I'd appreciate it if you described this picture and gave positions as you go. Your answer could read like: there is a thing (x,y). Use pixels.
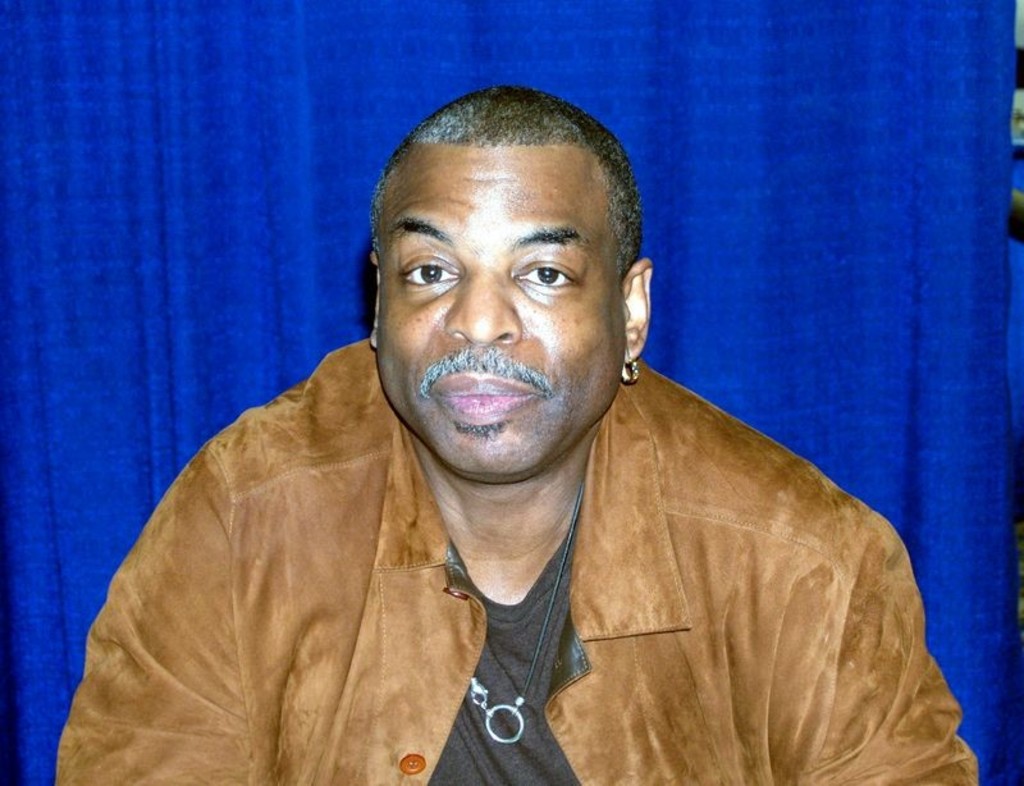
In the center of the image (464,522) we can see a man (302,608) wearing a jacket (813,563). In the background (867,335) there is a curtain (330,290).
